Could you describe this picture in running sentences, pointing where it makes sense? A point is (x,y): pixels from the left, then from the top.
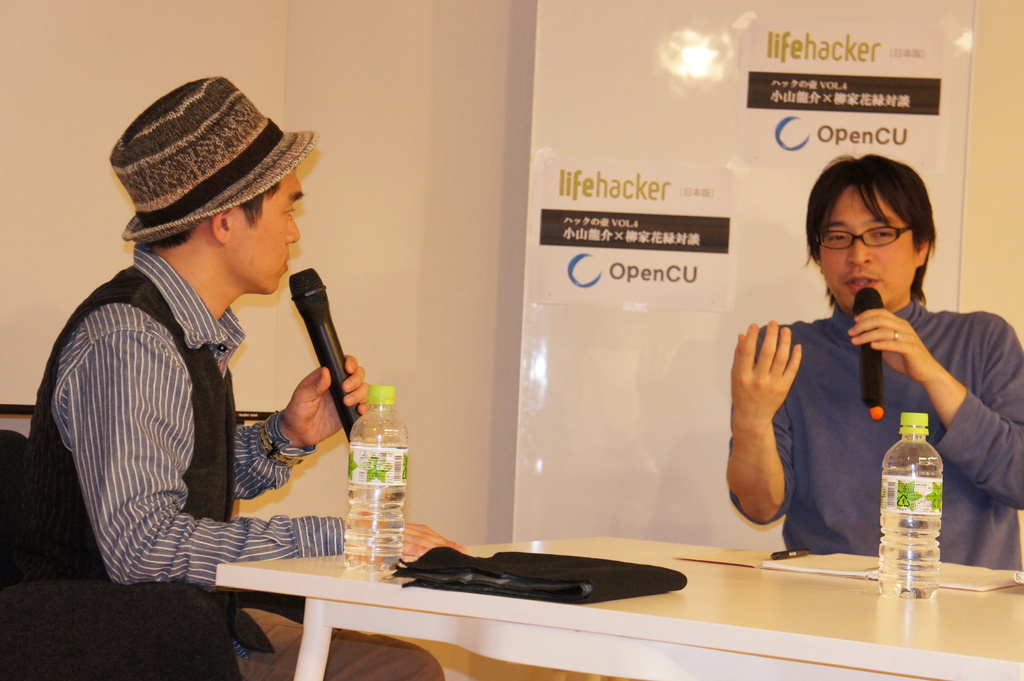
As we can see in the image there is a white color wall (474,343), banner (652,261), two people (57,439) sitting on chairs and holding mics (336,345). There is a table (793,653). On table (762,652) there are bottles (373,483) and papers (828,567).
